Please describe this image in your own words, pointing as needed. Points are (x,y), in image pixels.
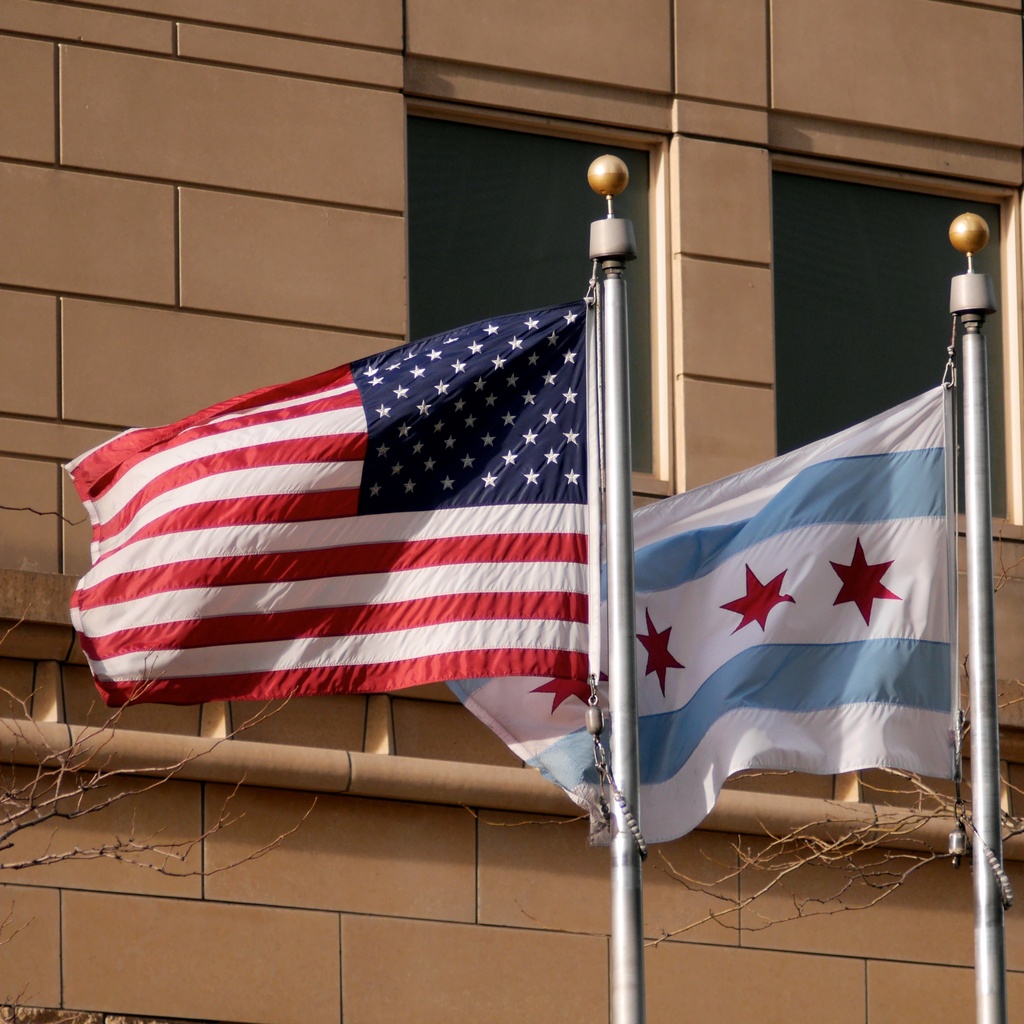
In this image there are flags (517,600), poles (611,447), wall (472,745), windows (838,278), pipe (477,764) and branches (801,839).
